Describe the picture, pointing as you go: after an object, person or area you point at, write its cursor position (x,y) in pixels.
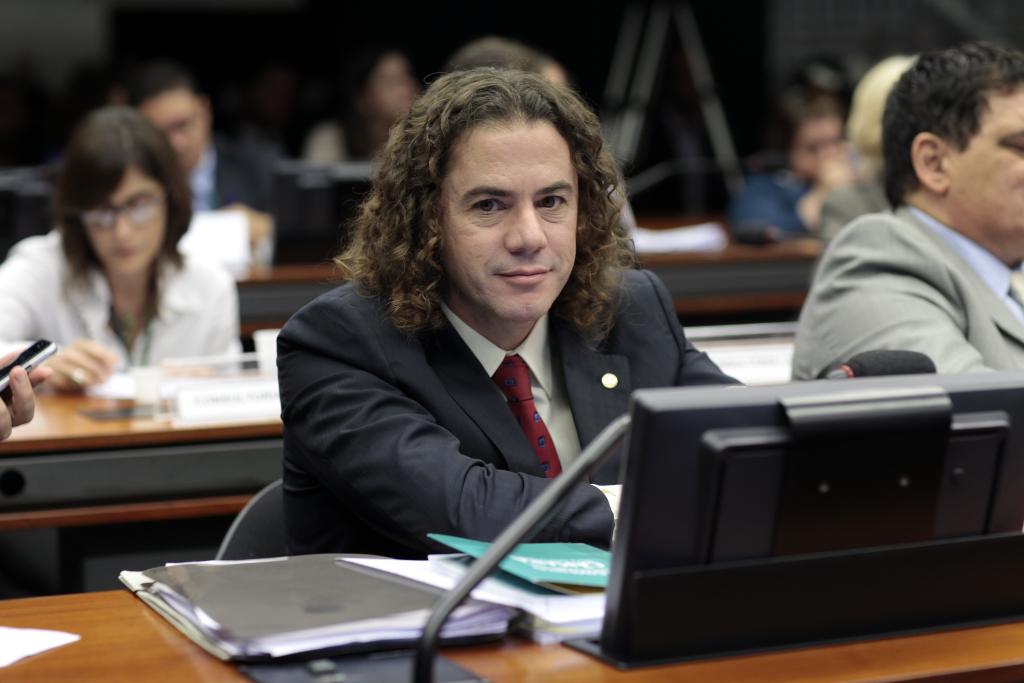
This image consists of many persons (375,354). In the front (536,476), the person (488,521) sitting is wearing a black suit (420,500). In front of him, there is a screen (714,623) along with mic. And we can see a table (182,667) on which there are files (570,614) and a book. The background (155,48) is blurred. On the left (22,376), we can see a person (1,427) holding a mobile (33,349).
